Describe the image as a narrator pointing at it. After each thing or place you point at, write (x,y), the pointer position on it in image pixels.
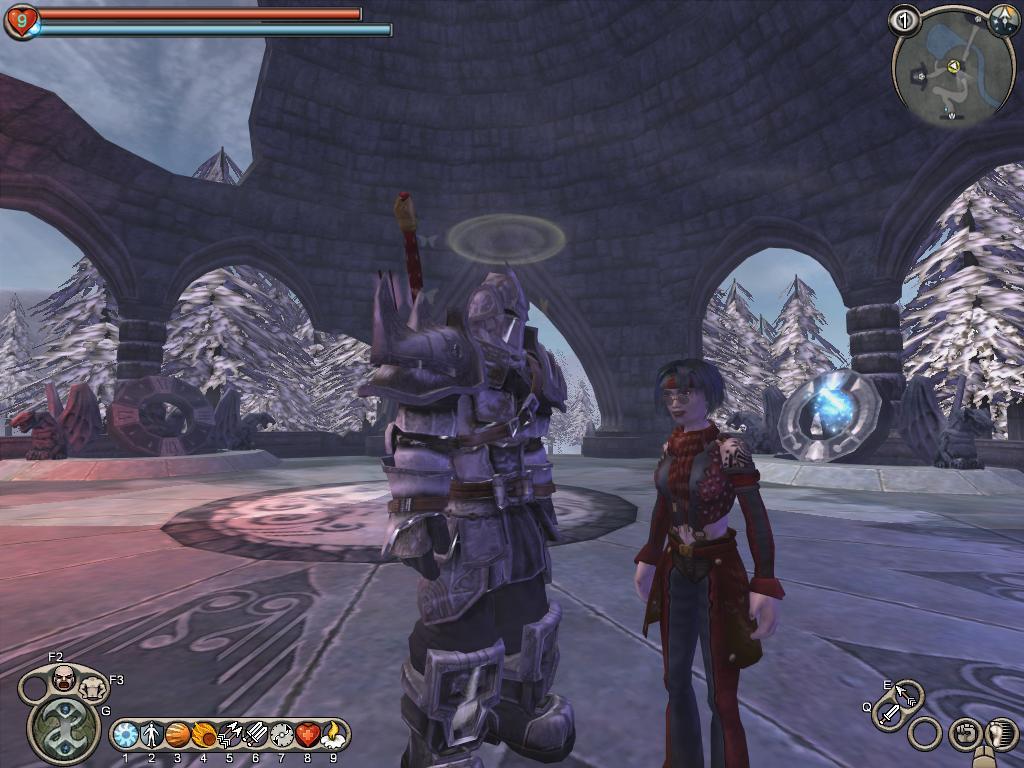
This is an animated image. Here I can see two persons (539,670) standing on the floor (280,563). In the background (259,195) there is a wall (225,262) and some trees (251,325).
